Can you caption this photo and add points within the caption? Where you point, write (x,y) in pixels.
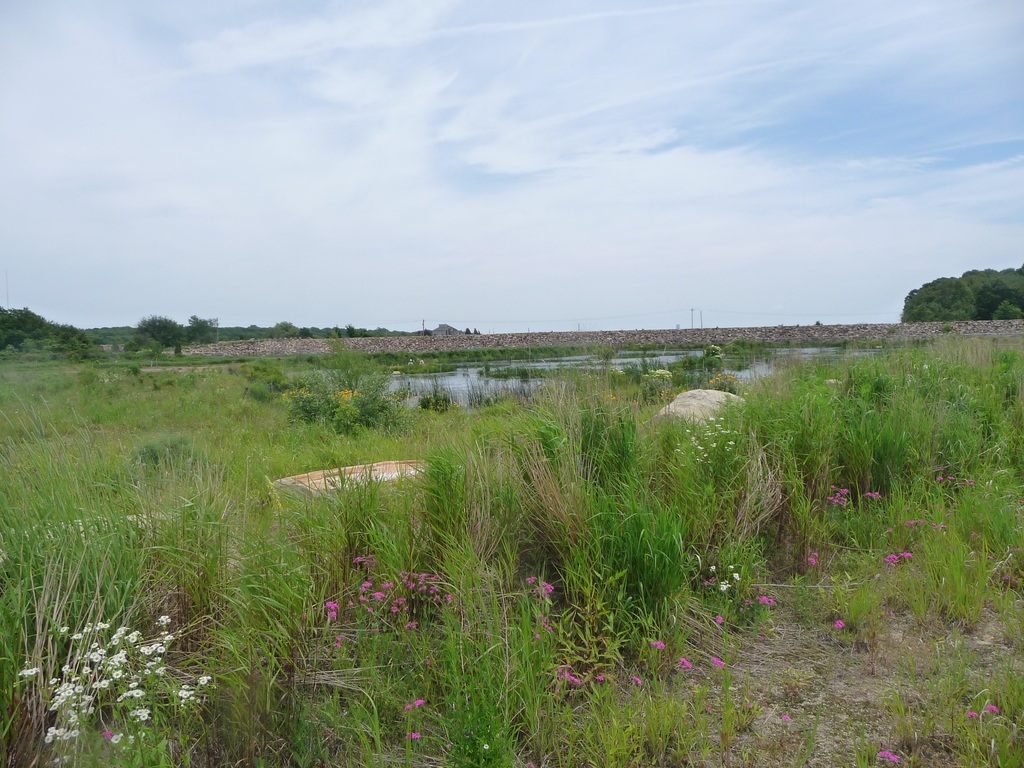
In this picture we can see some Purple and white color flowers (82,702) in the grassland (461,464). Behind we can see small water pond (538,380). In the background (505,344) we can see some stones (483,339) and trees (160,324).
